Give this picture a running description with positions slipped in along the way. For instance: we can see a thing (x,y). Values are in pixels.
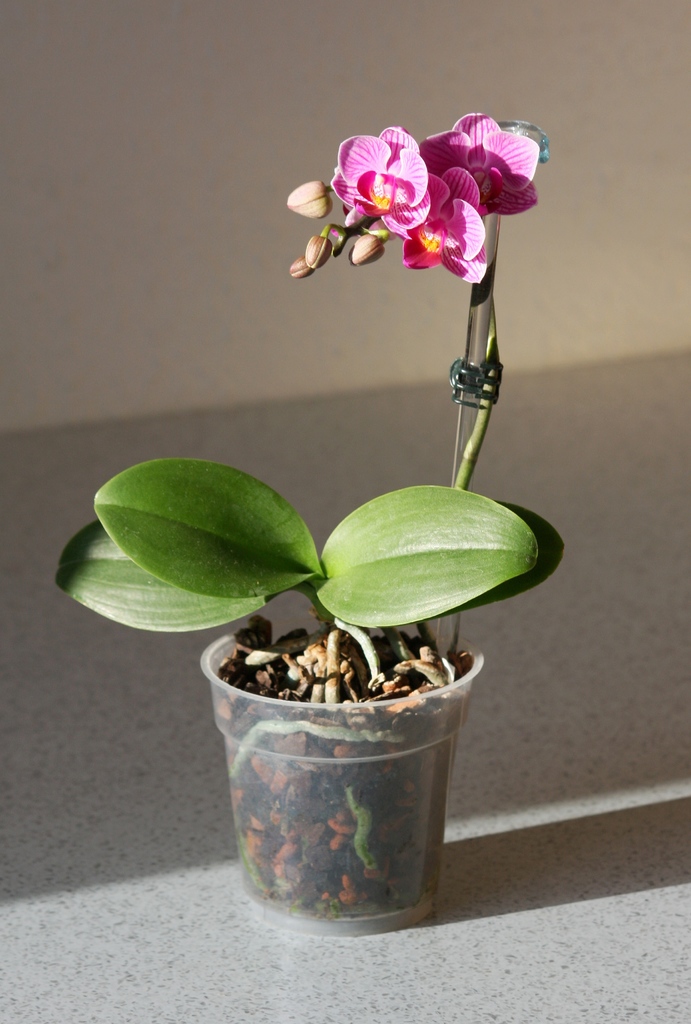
In this image in the center (291,674) there is one flower pot plant (392,554) and some flowers (462,225), at the bottom (312,948) there is a floor (312,453) and in the background (442,68) there is a wall (152,278).
